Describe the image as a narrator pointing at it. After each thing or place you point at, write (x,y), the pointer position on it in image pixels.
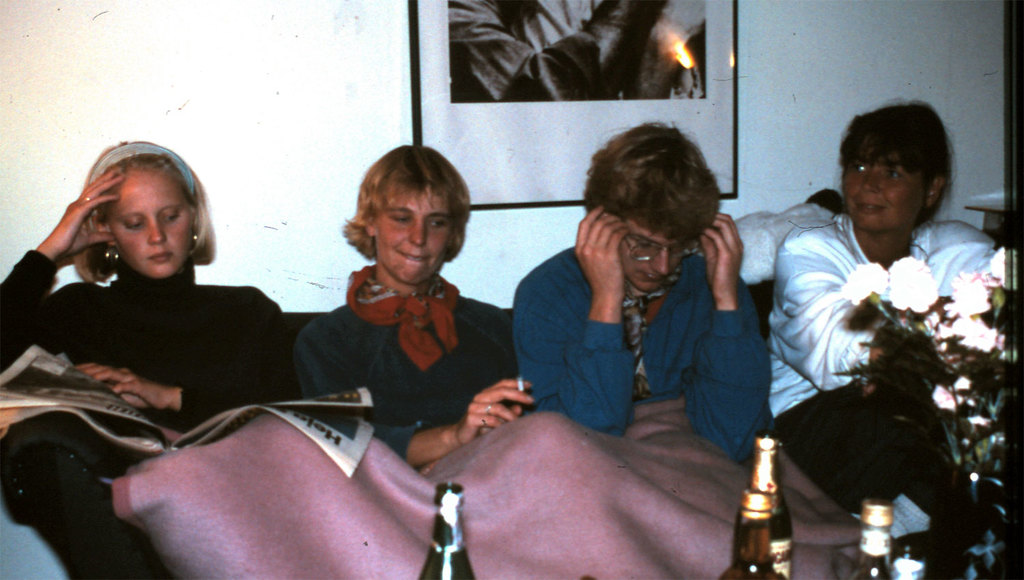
In the center of the image (479,324) we can see four people (650,342) are sitting. Among them, we can see one person (204,415) is holding a newspaper (145,418) and one person (435,418) is holding a cigarette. And we can see a blanket (669,464) on them. In front of them, we can see a bouquet (992,449) and bottles (782,550). In the background (51,218) there is a wall (773,58), frame (727,83) and some objects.
